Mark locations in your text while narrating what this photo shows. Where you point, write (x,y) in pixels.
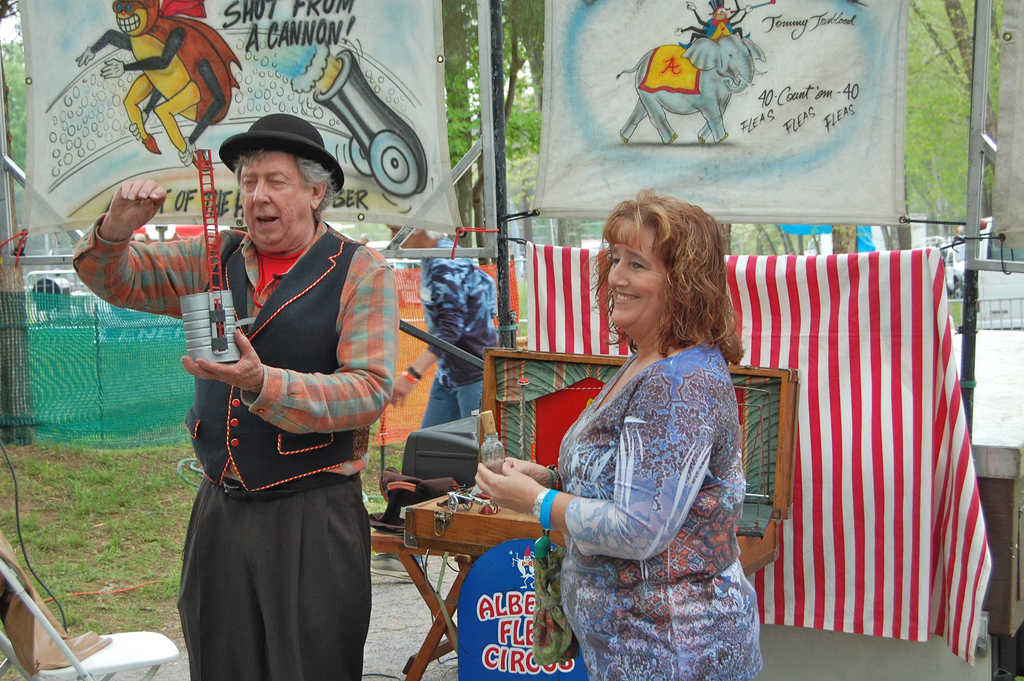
Here I can see a woman (627,426) and a man (279,370) are holding some objects (483,457) in the hands (240,349) and standing by looking at the left side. The woman (645,310) is smiling and the man (285,456) is speaking. Beside him there is a chair (97,651). At the back of these people (524,466) there is a table (468,542) and few banners (733,146). On the banners (349,59) there is some text (234,15) and few cartoon images (206,85). At the back of these a person (443,280) is walking towards the left side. In the background (941,135) there are many trees (944,71). On the left side (14,376) there is a net (62,406) and also I can see the grass (118,535) on the ground (110,568).
